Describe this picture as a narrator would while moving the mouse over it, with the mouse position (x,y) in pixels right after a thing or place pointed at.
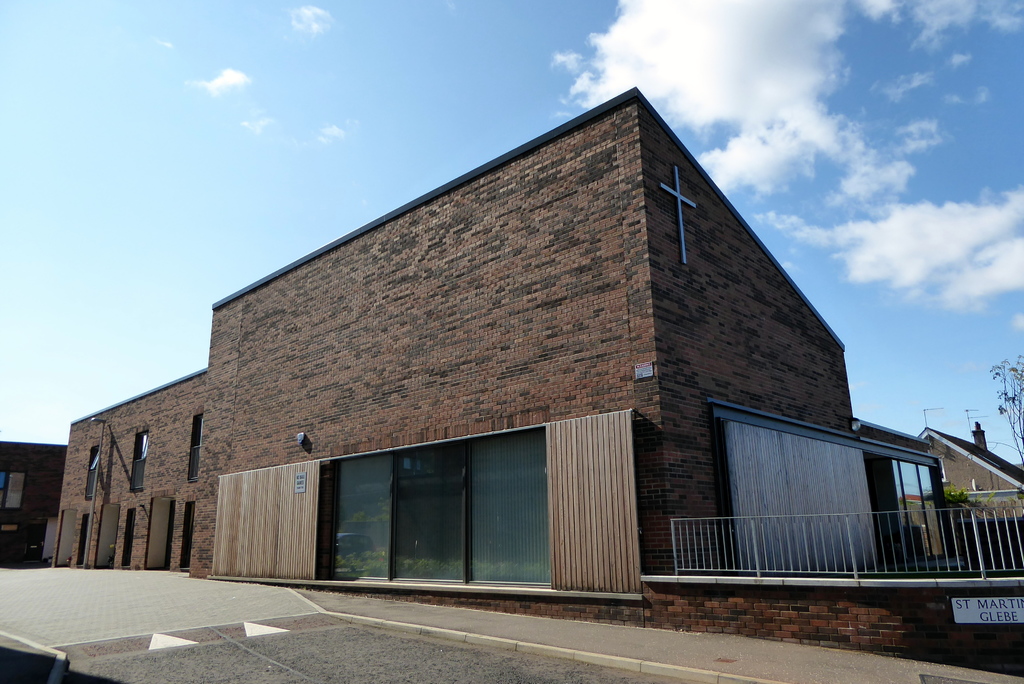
In this picture we can see road (306,638), buildings (192,479), boards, railing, light pole (100,454), windows (884,543) and trees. We can see cross symbol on the wall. In the background of the image (716,142) we can see the sky (842,176) with clouds (857,248).
